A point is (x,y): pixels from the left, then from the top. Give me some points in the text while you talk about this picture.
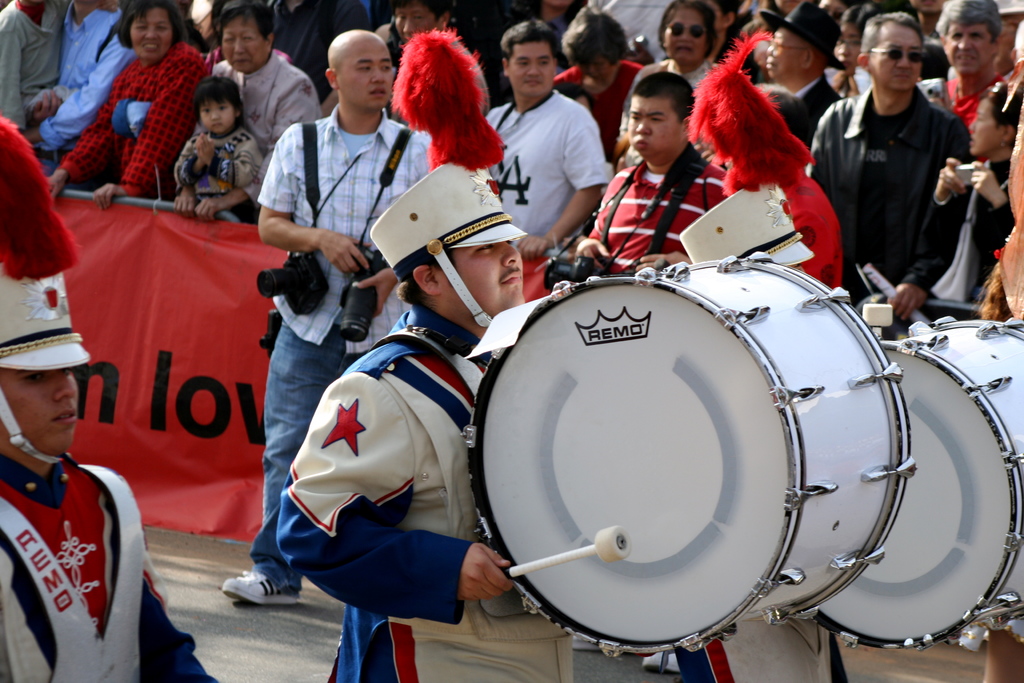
There is a man (425,463) walking on the road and playing a drum (642,510) in his hand (484,580). In the background (291,318) there is a photographer (327,279). And some people (144,100) are watching standing behind the railing cloth (181,245).
